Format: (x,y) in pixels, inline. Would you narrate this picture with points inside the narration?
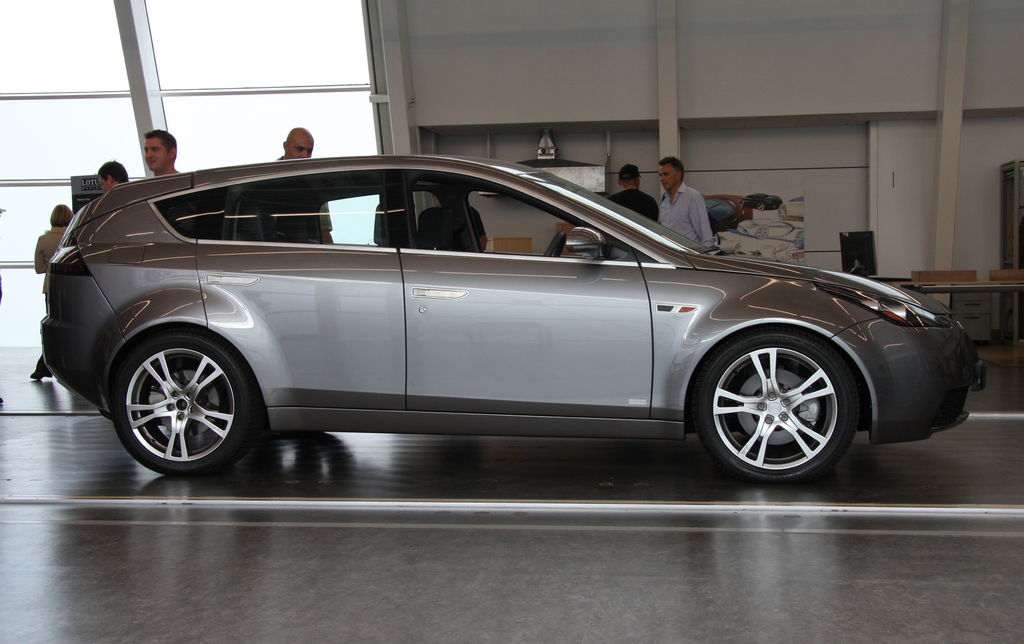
There is a grey color car (570,305) and there are few people (624,196) standing beside it.
